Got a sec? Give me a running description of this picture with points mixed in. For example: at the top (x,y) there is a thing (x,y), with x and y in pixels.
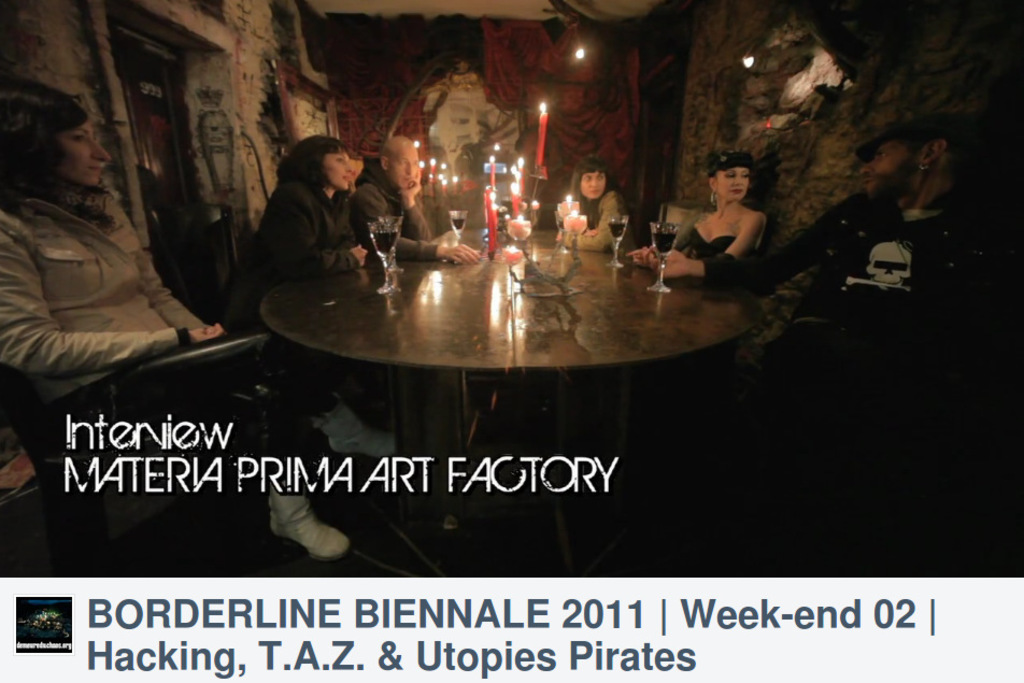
In this picture we can see some persons (8,292) are sitting on the chairs (252,424). This is table (489,336). On the table (495,329) there are glasses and these are the candles (494,157). On the background (453,65) there is a wall (420,88).
